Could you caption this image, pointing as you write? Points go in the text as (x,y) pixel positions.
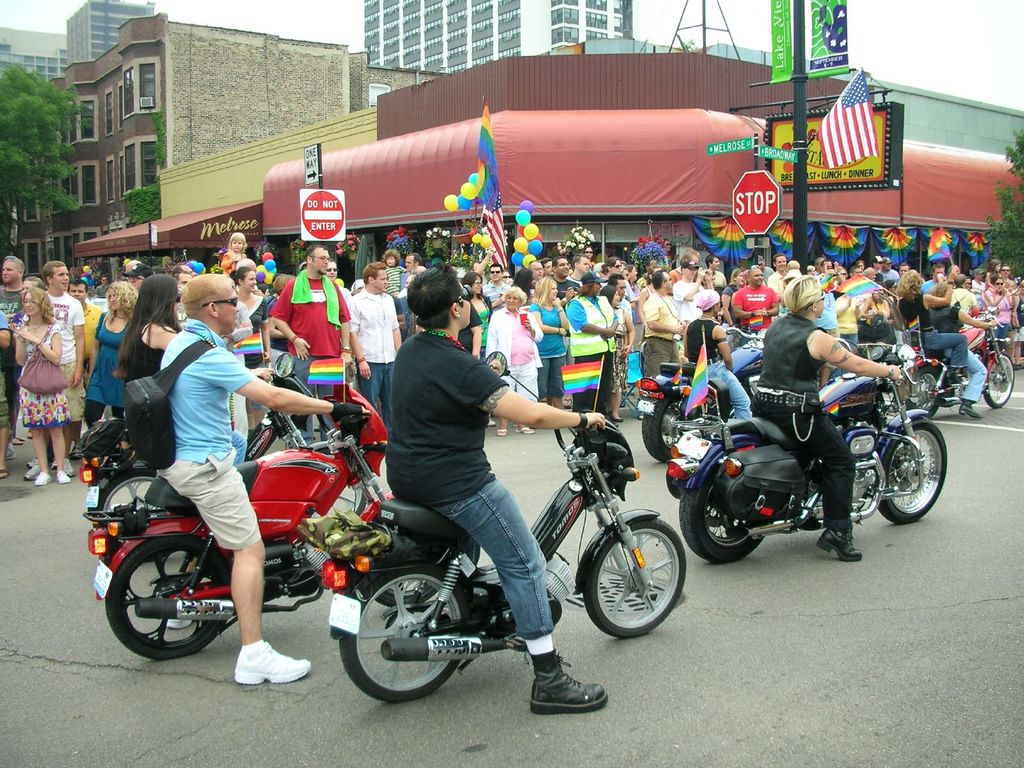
Group of people (119,305) standing. These persons (510,393) sitting on the bike (1002,384) and riding bike (758,426). This is road (671,637). We can see buildings (93,33), tree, pole (803,146), flag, boards (775,195), balloons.
